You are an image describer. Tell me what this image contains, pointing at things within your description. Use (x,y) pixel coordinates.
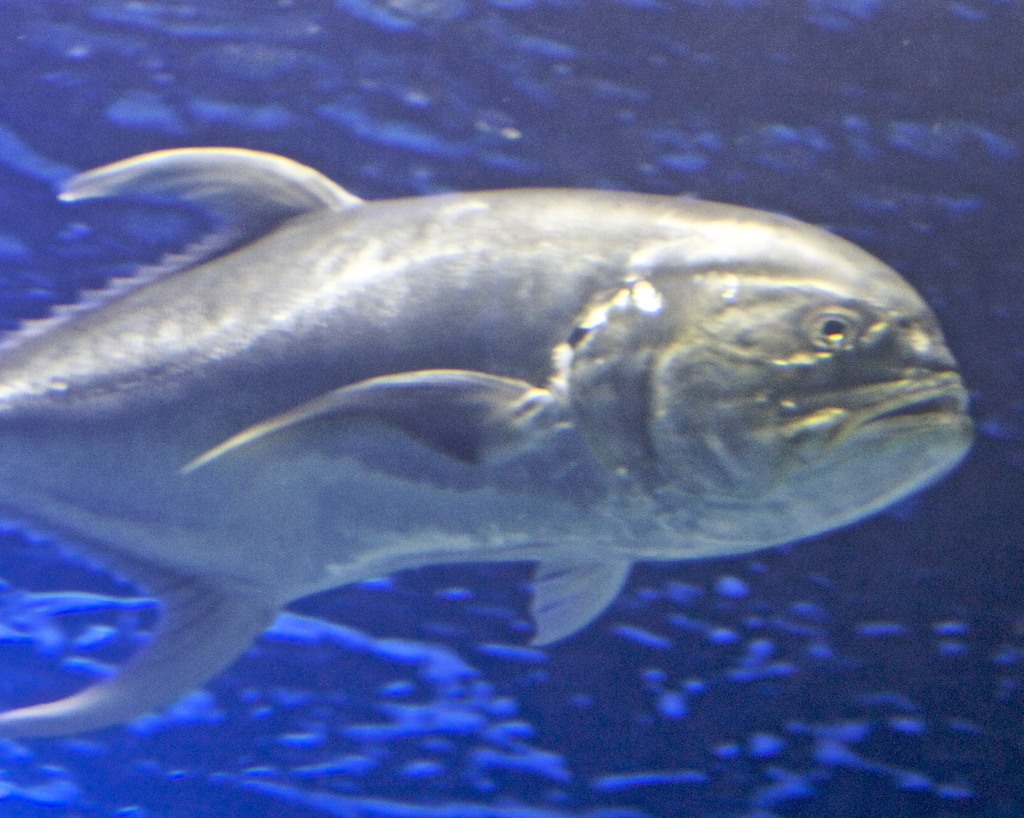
In this picture I can observe fish (477,320) swimming in the water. The background is in blue color.
